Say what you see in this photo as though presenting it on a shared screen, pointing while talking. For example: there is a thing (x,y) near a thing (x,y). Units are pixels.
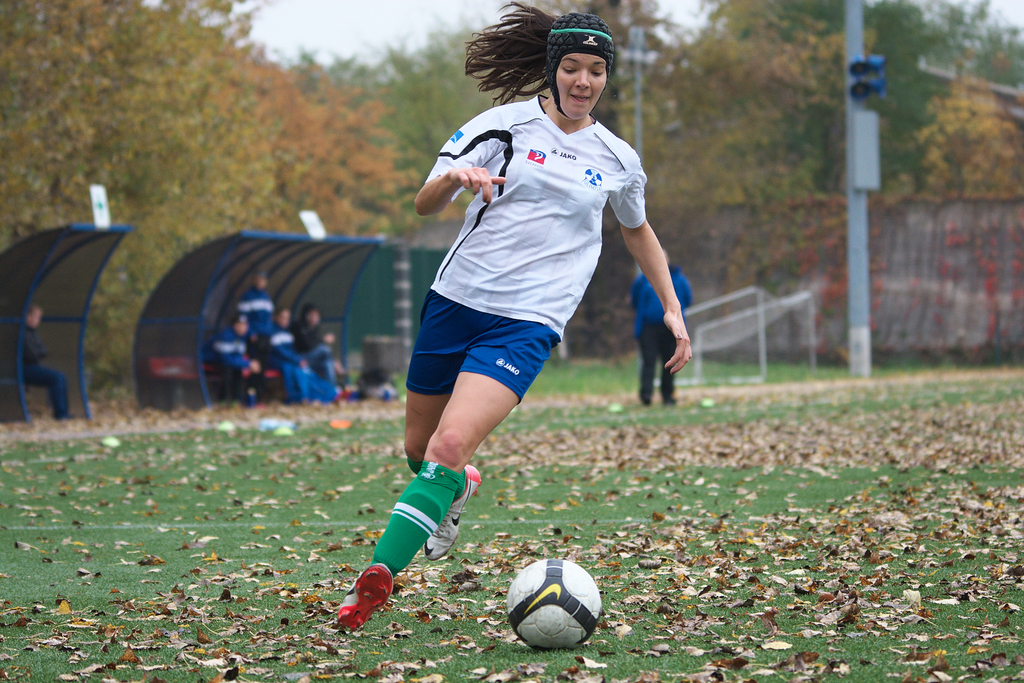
This is an outside view. Here I can see a woman (503,280) is running. Beside her there is a ball (526,622) on the ground (564,662). This is a playing ground (659,591). There are many leaves (906,544) and grass (120,564) on the ground (938,557). On the left side (167,347) there are two shelters (66,288), under these few people (248,349) are sitting on the benches (172,371). In the background (662,323) there is a person (642,340) standing and also I can see poles (856,163) and trees (224,144). On the right side (946,245) there is a wall (939,242). At the top of the image (330,16) I can see the sky (323,11).
